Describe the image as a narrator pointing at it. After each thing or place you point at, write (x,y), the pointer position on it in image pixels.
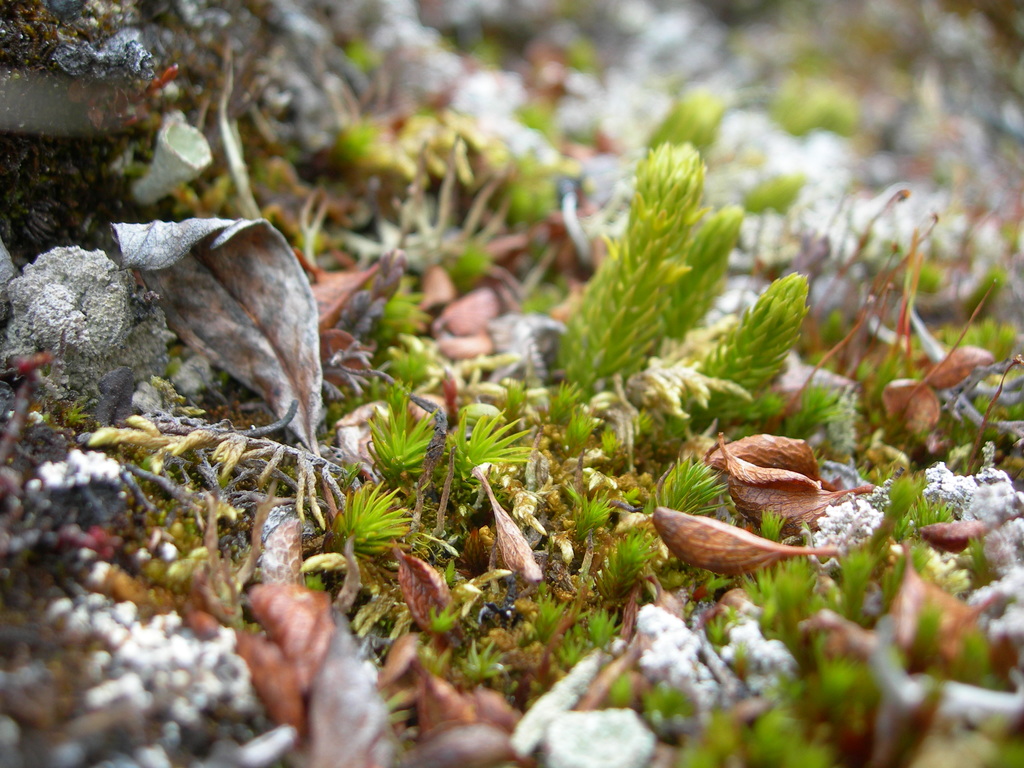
In this image I can see grass (801,180) and on it I can see few brown colour things (807,463). I can also see this image is little bit blurry.
